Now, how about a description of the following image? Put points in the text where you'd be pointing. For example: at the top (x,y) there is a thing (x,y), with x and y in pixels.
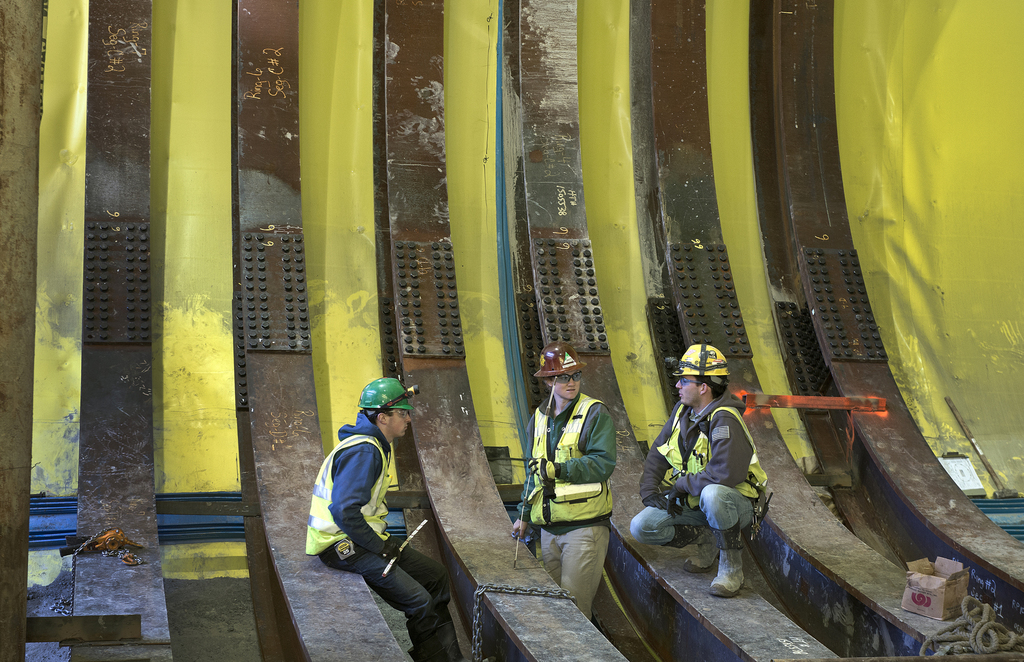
There are huge iron metals (147,500) and near that metals (489,500) there are three workers (536,510), two of them are sitting on them and the middle worker (577,493) is standing in between the metals (636,578) and it has a yellow background (66,35).
